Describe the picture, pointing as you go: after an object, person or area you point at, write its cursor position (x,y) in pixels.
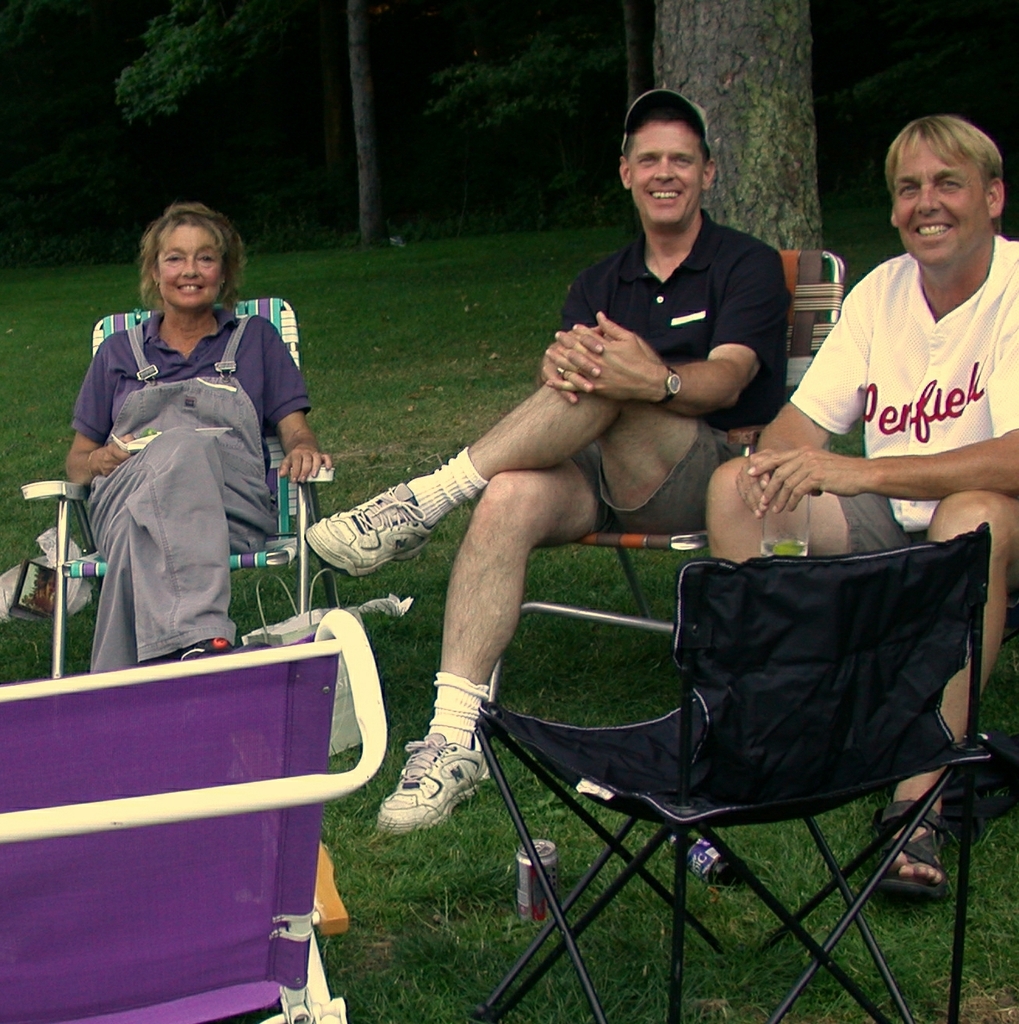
In this image i can see a woman (190,376) and two man (653,312) sitting on the chair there are two other chairs (685,757) in front of them and two cans (519,899) on the floor (657,913) at the background (424,4) i can see a tree (725,95).
